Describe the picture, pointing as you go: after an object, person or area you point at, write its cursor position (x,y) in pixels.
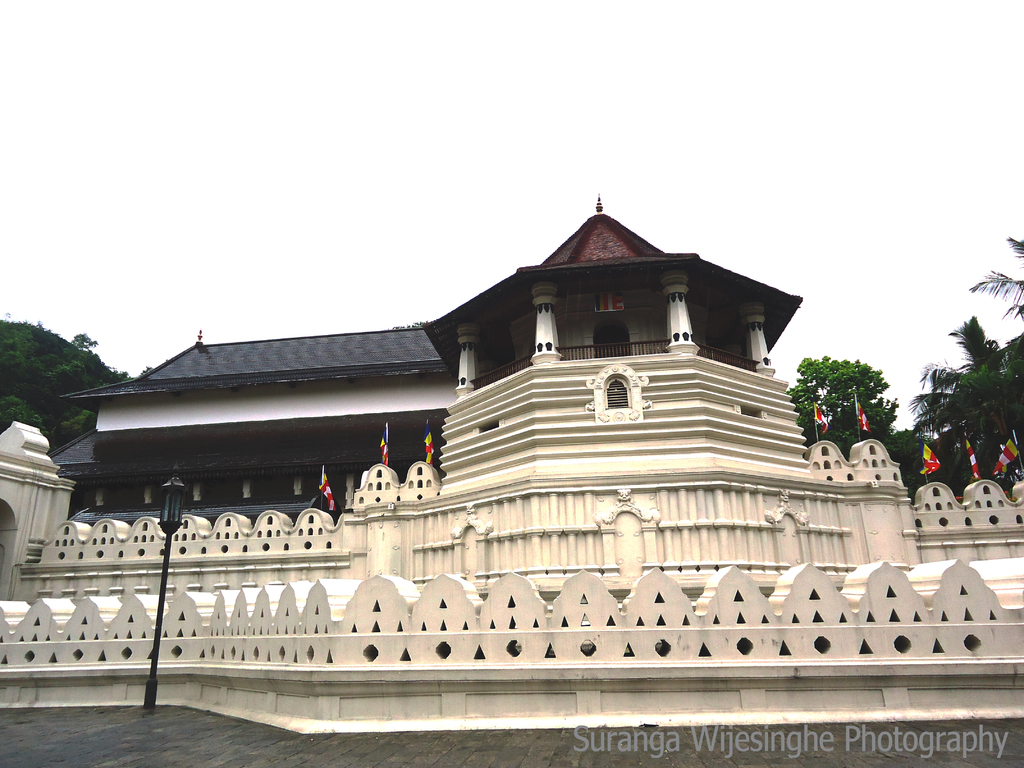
In the image in the center (474,432) we can see one building (624,580), wall (998,543), pillars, roof (318,459), pole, fence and flags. On the right bottom (956,745) there is a watermark (966,734). In the background (625,142) we can see sky (396,98), clouds (473,128) and trees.
